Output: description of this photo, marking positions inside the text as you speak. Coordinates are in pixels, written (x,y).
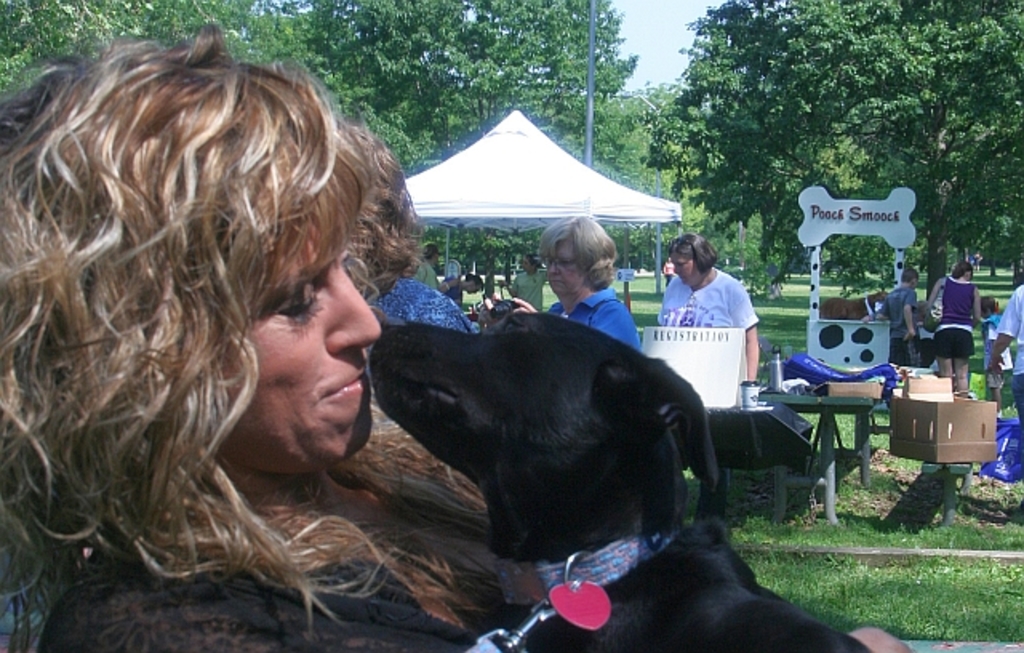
In this image I can see an open grass ground (1017,634) and in the front (468,329) I can see number of people (15,427) and a black colour dog (523,493). I can also see few tables (763,394) and on it I can see a glass (747,389), a bottle (779,381) and few other things (812,369). On the right side of this image (810,232) I can see a white colour board (824,228) and on it I can see something is written. I can also see number of poles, a white colour tent (468,173) and number of trees (541,251) in the background (514,228). I can also see the sky (678,39) in the background (665,63).
